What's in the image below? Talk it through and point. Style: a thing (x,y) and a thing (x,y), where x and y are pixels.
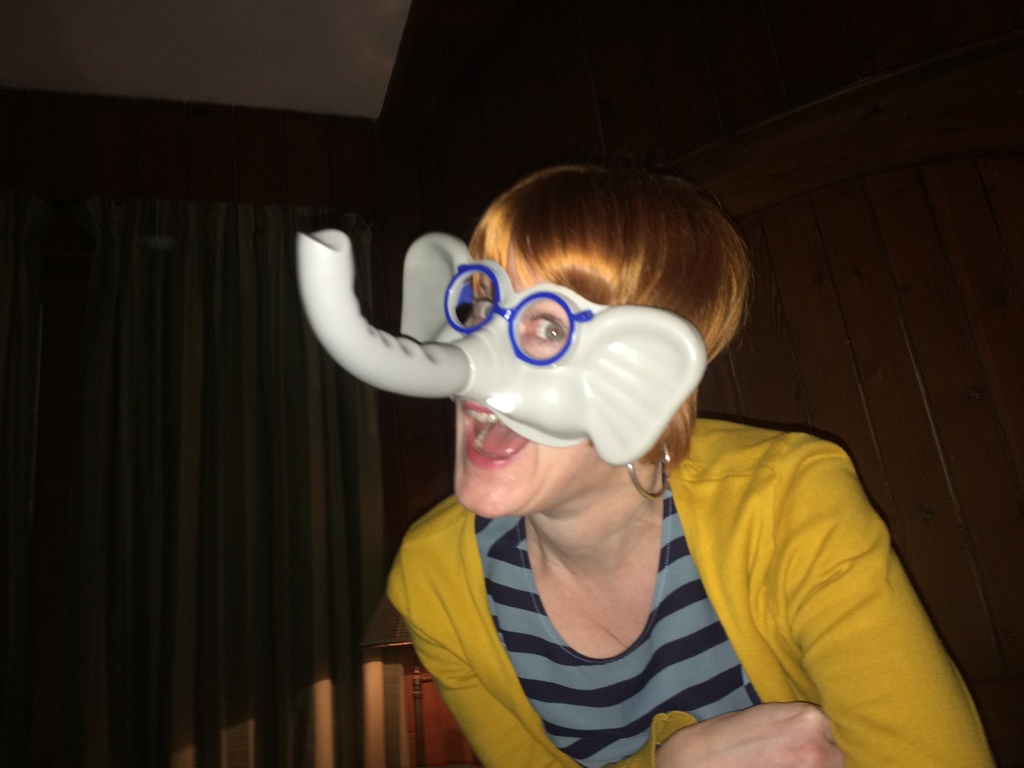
In this image I can see the person (621,683) with the yellow and blue color dress (616,675). The person (493,531) is also wearing the mask (515,430) which is in white color. In the background (396,463) I can see the curtain (347,471) and the wooden wall (799,179).
